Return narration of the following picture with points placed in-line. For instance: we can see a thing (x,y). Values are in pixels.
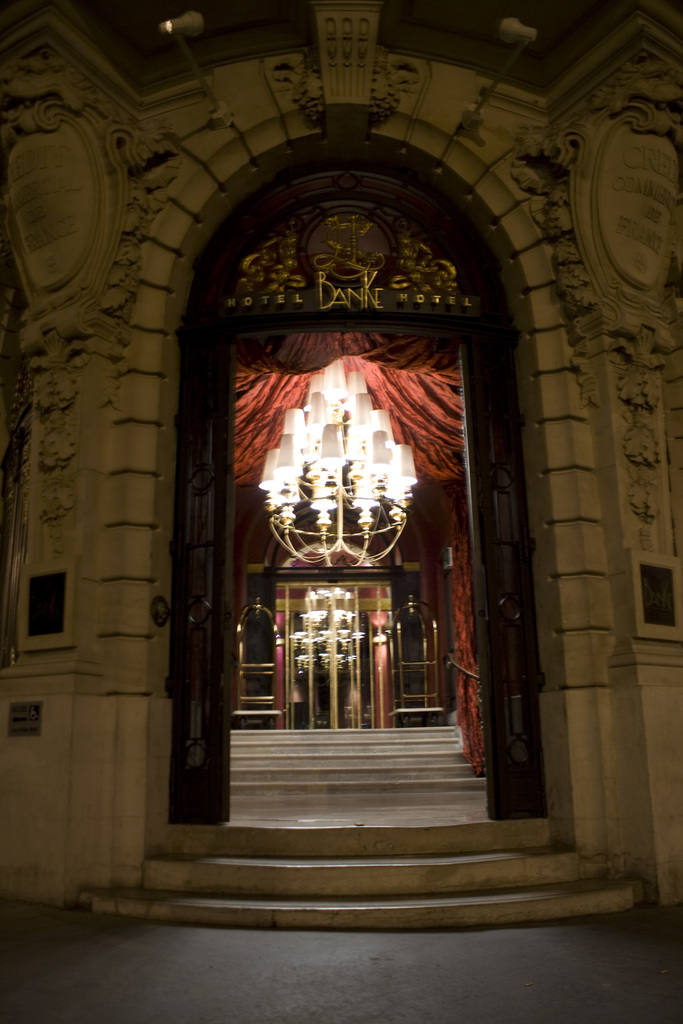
In this image, I can see the entrance (385,198) into the building (80,541). This looks like a name board (347,305). This is a chandelier (410,468), which is hanging. I think these are the clothes (393,354), which are red in color. I can see the stairs (399,867). I think this is the design (98,93), which is carved on the wall (621,544).
